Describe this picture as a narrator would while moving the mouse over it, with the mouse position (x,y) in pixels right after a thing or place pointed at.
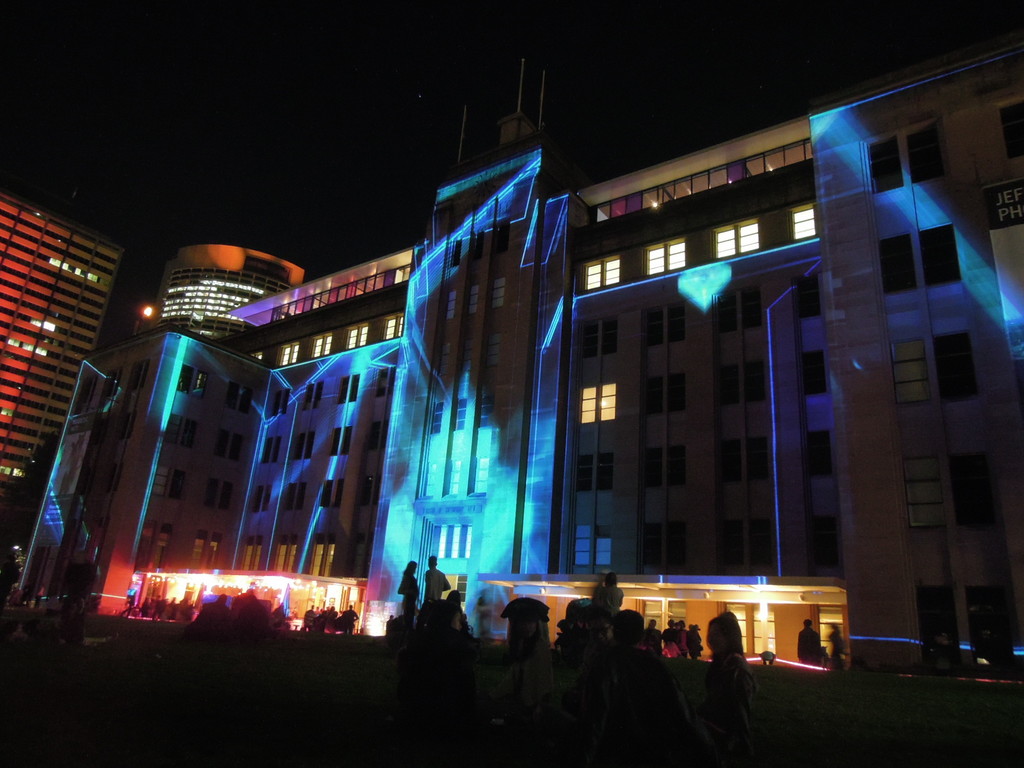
In the middle of this image (368,409), there are buildings (390,279) which are having lights (418,268). At the bottom of this image (782,669), there are persons (836,631) and plants (7,555) on the ground (221,647). And the background (94,116) is dark in color.
